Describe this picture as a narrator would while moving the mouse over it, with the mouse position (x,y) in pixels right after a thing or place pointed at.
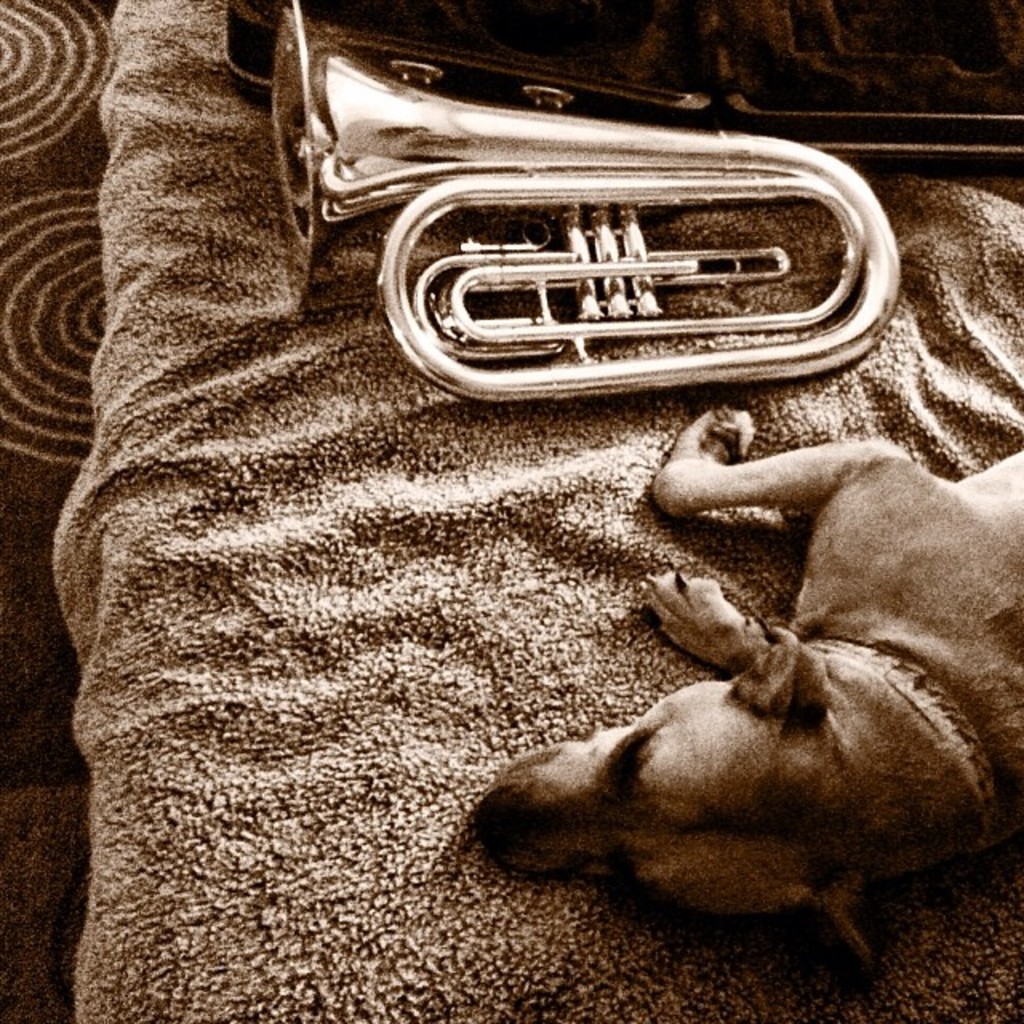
In this image I can see a dog (672,483) and a musical instrument (624,272) on the cloth (169,684) and the image is in black and white.
